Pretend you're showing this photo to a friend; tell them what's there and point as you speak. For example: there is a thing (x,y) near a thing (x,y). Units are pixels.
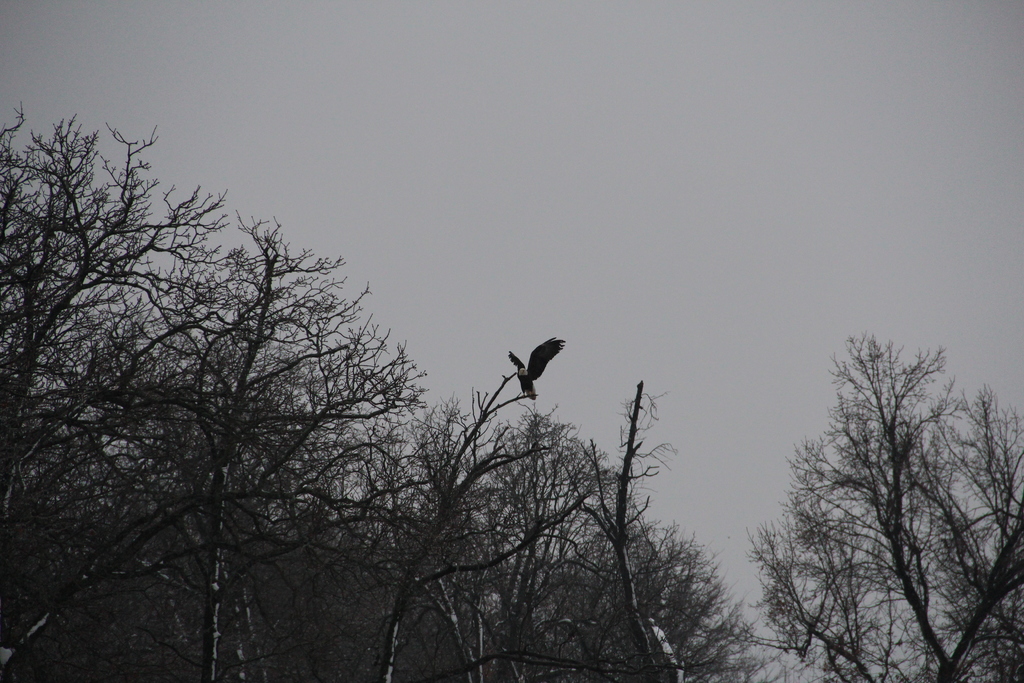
In this picture we can see a bird (536,373) on a branch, trees (555,460) and in the background (454,212) we can see the sky (334,221).
